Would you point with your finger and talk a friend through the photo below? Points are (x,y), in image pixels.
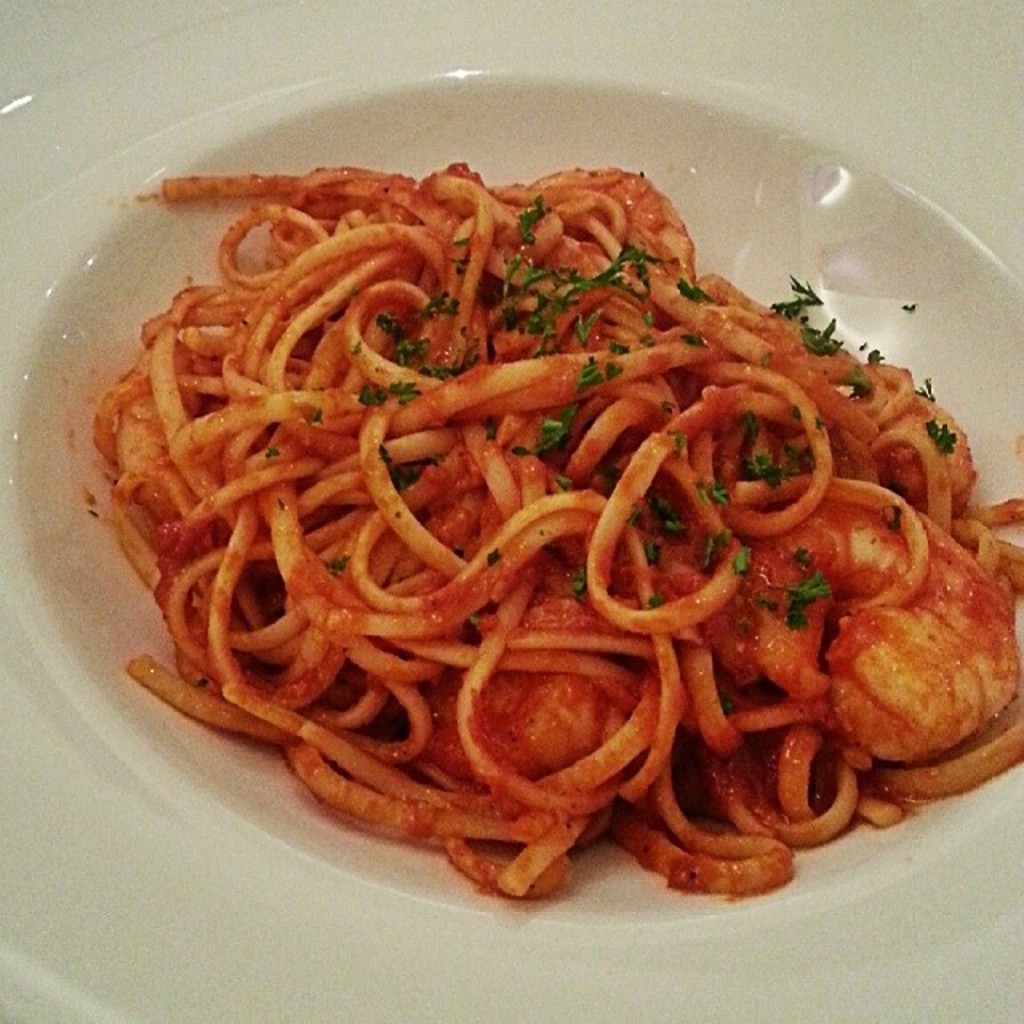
In this image, we can see food item (624,624) in the plate (994,347).
